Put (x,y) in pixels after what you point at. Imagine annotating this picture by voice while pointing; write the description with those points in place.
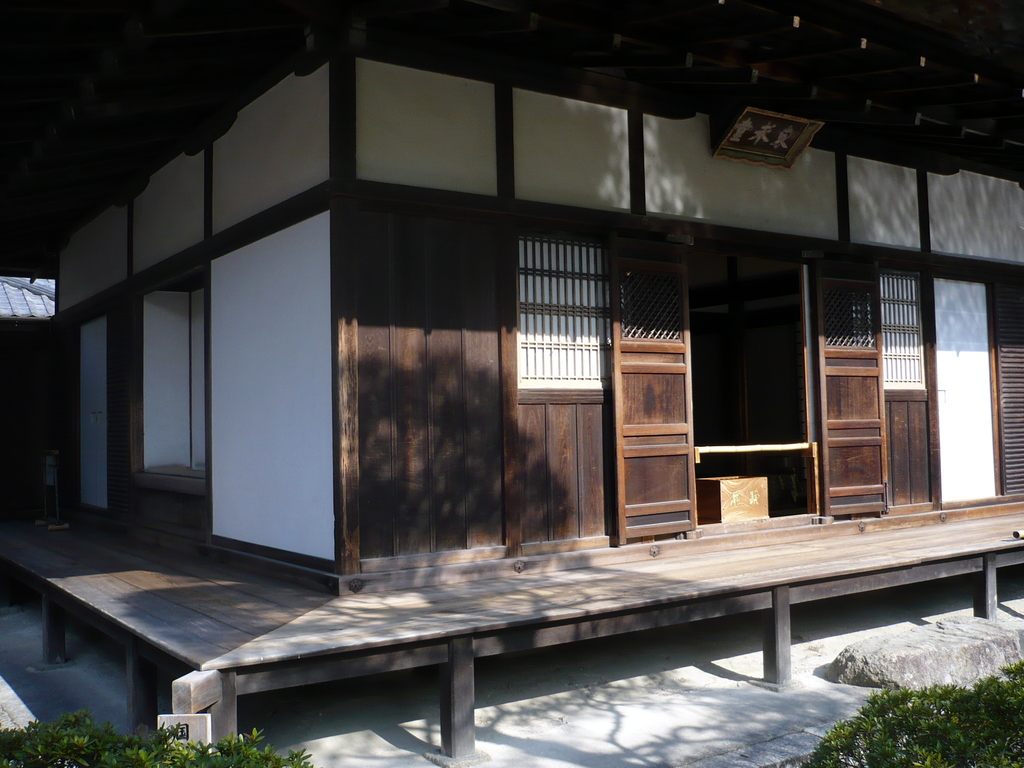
In the center of the image (635,451), we can see a wooden house (478,521) and at the top (551,62), there is roof (771,71) and there is a frame (763,145). At the bottom (60,727), there are plants (896,726) and we can see a stone (879,673) and floor (696,724).
